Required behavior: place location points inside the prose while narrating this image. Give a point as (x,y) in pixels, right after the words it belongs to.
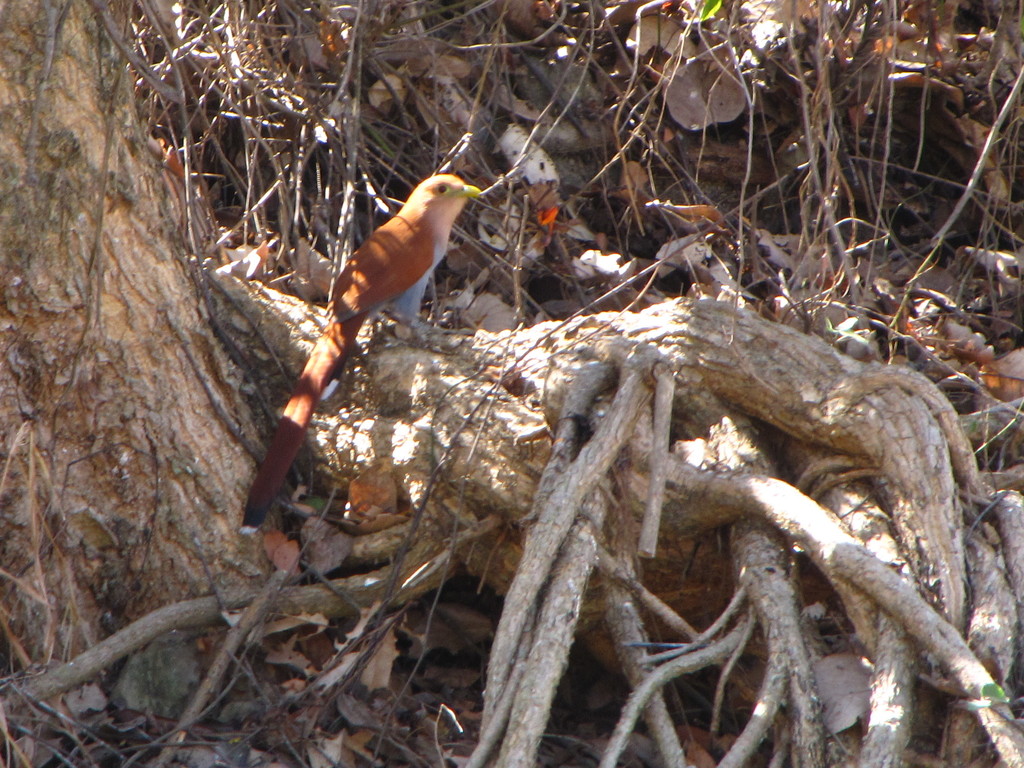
In this picture we can see a bird (316,357) standing on a tree trunk (550,398) and in the background (622,103) we can see sticks (217,81) and dried leaves (894,262).
